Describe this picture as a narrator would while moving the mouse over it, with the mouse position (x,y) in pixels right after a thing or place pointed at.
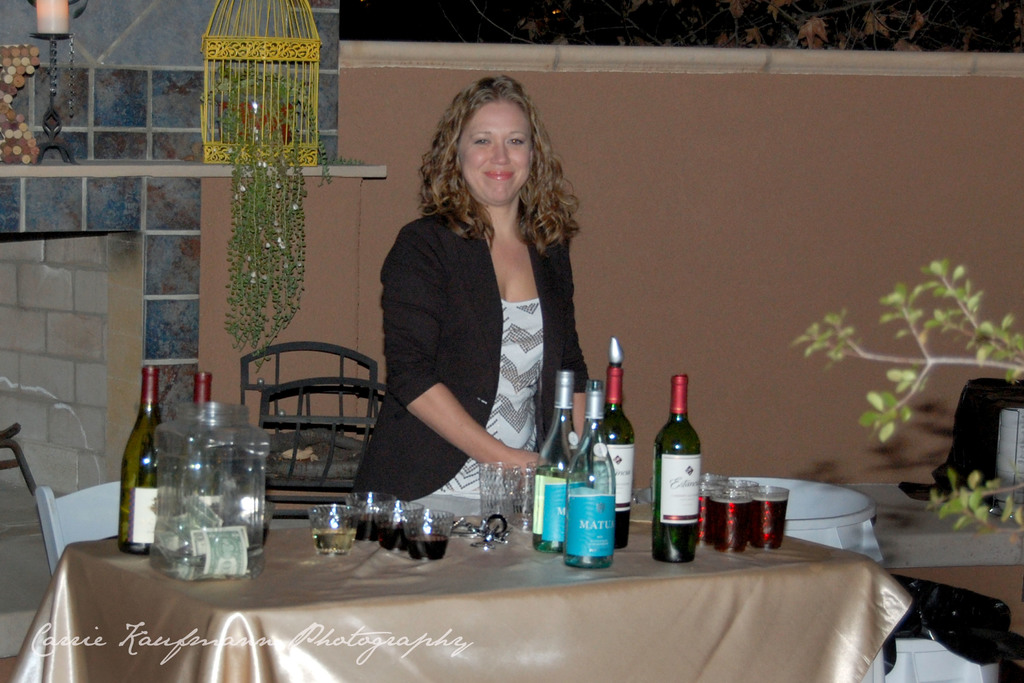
In this image there is a person (513,348) wearing black color dress (387,399) standing on the top of the table (648,562) there are bottles (664,550) glasses (740,530) and at the background of the image (829,195) there is a wall (873,166) and plants (297,311).
